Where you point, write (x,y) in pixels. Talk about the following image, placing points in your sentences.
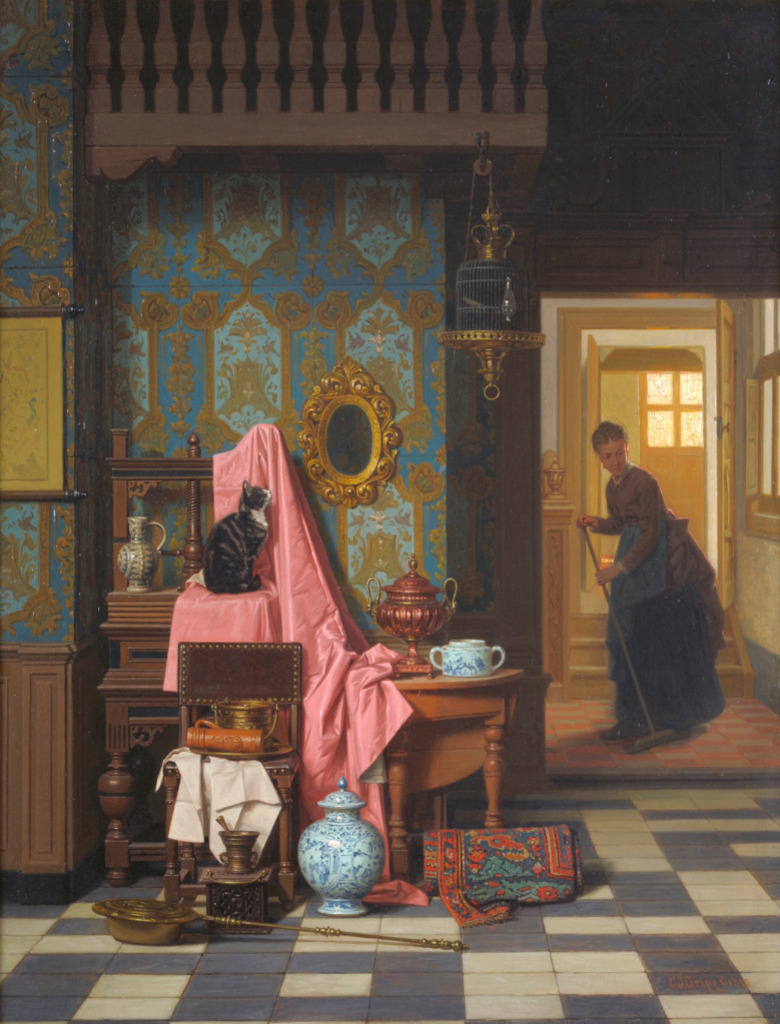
On the right side (624,478) there is a lady (624,478) holding a broom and cleaning the floor (617,744). On the left side (231,405) there is a wall (82,506). On that there is a framed, mirror (353,403). Also there are tables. On one table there is a cloth (266,590). On that there is a cat (228,570). There is another table (428,693). On that there is a kettle (422,619) and some other vessel (449,660). Also there is a chair (287,799). On that there is a cloth (232,773) and some other thing (234,739). On the floor (334,944) there is a cloth (460,850), pot (338,851) and some other things (220,877). On the wall (220,285) there is a wallpaper (224,228). And a cage (484,282) is hanged on the railings (377,94) on the top (293,103).
